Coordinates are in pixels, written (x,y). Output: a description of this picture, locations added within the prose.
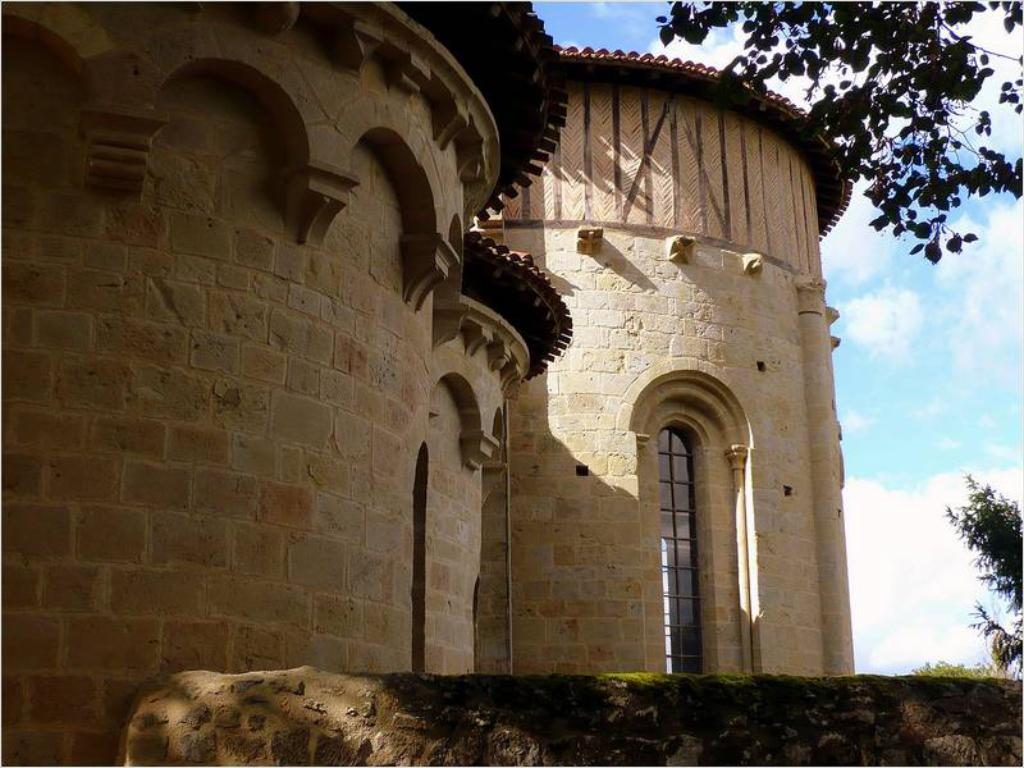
In this image there is a building (526,381). In front of the building (752,181) there are trees (889,201). In the background (868,314) there is the sky (946,410).
